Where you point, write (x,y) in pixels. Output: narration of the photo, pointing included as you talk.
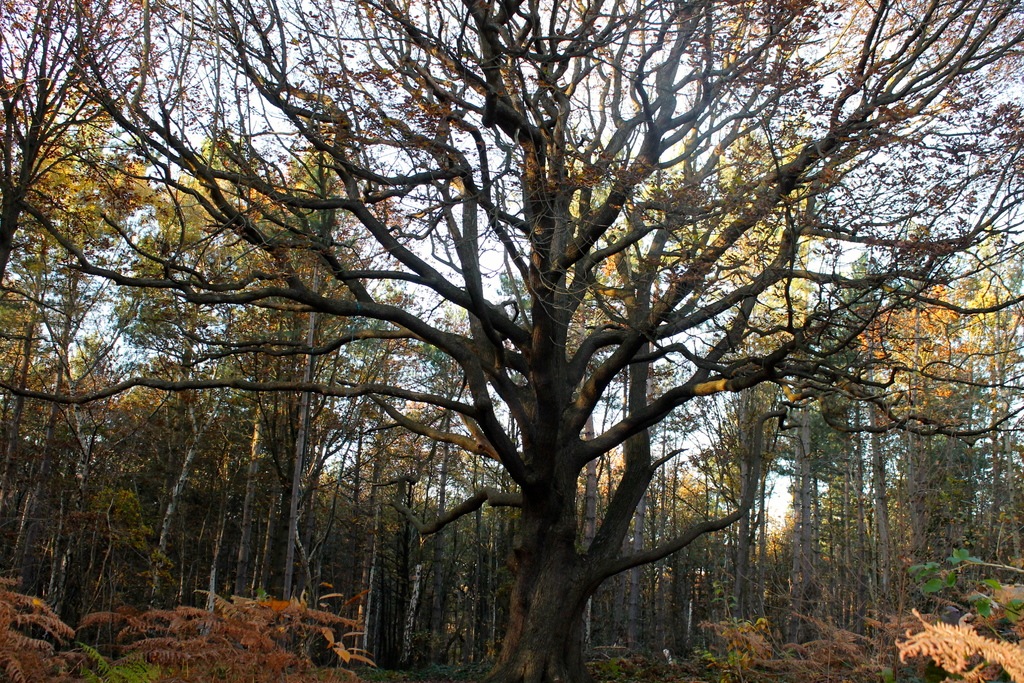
In this image there are trees (649,458). To the left (294,467) there is a pole (301,452) between the trees (287,455). At the bottom (300,637) there are plants (665,668). At the top (310,75) there is the sky (310,58).
